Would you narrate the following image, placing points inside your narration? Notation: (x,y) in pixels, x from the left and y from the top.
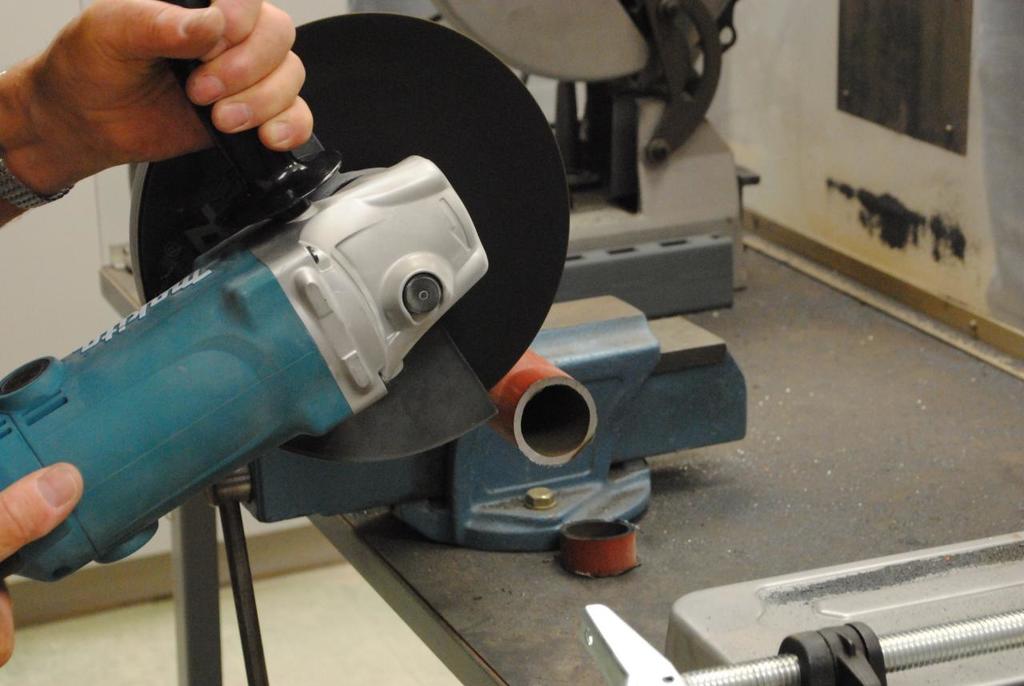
Here we can see a person (229,6) holding an angle grinder (468,295). This is floor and there are objects (753,641). In the background (806,234) we can see wall (952,214).
